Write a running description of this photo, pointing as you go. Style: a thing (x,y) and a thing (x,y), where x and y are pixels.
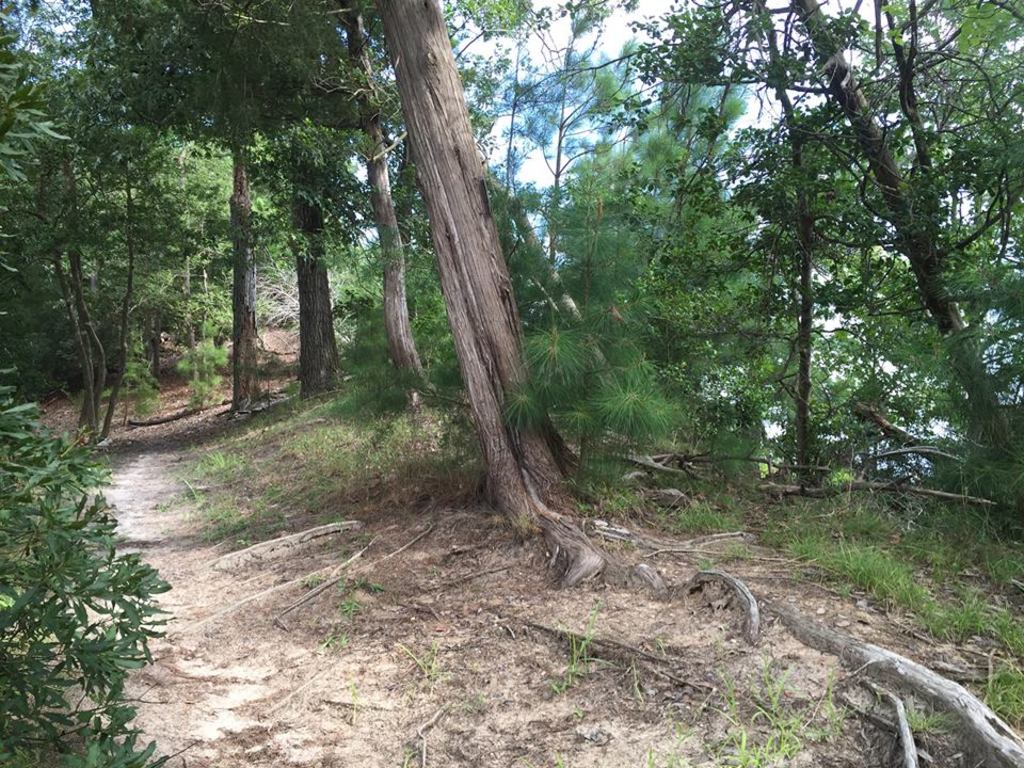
In the image we can see there is grass (230,528) on the ground (386,495) and there are lot of trees (503,248).
